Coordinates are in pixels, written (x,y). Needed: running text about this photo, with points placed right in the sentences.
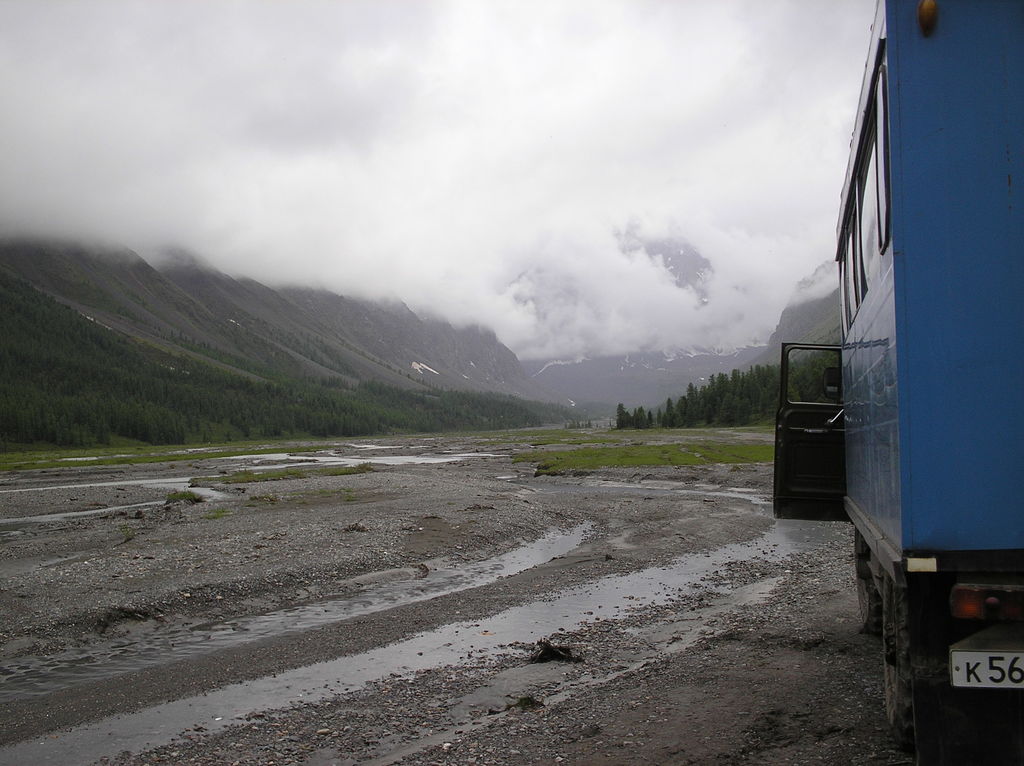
In the foreground (582,552), I can see a vehicle (994,680) on the road (628,570) and grass (36,452). In the background (717,384), I can see trees (748,411), mountains (655,397), fog (582,240) and the sky (790,222). This picture might be taken in a rainy day.
